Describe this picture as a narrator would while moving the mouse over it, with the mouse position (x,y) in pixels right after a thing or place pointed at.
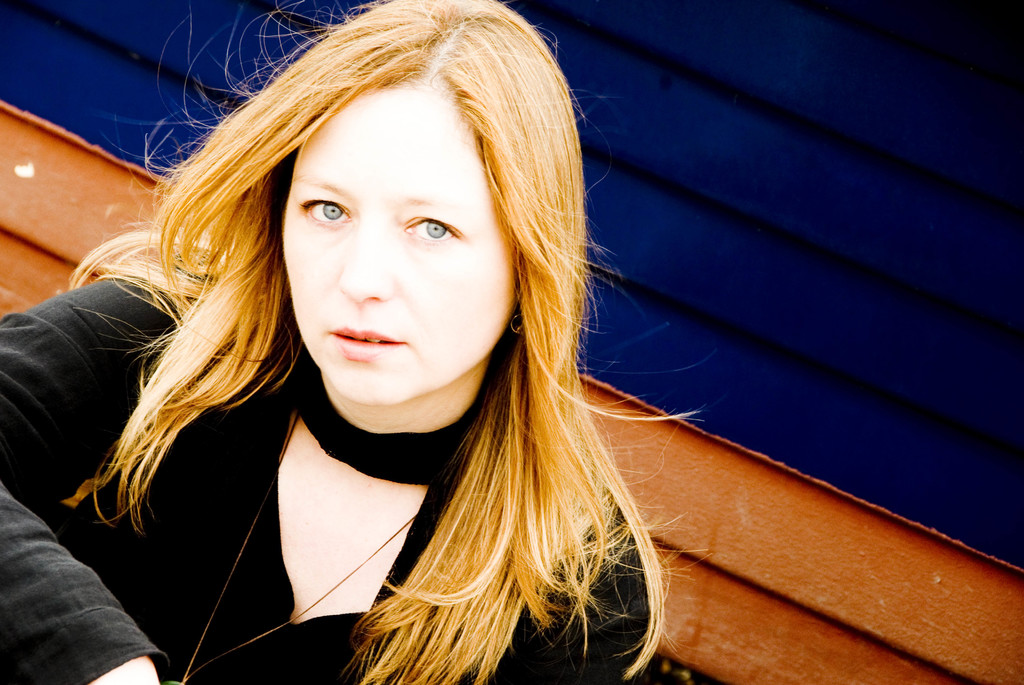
In this image there is a girl (338,414) who is wearing the black dress (218,521). Behind her there is a wall (789,226).
